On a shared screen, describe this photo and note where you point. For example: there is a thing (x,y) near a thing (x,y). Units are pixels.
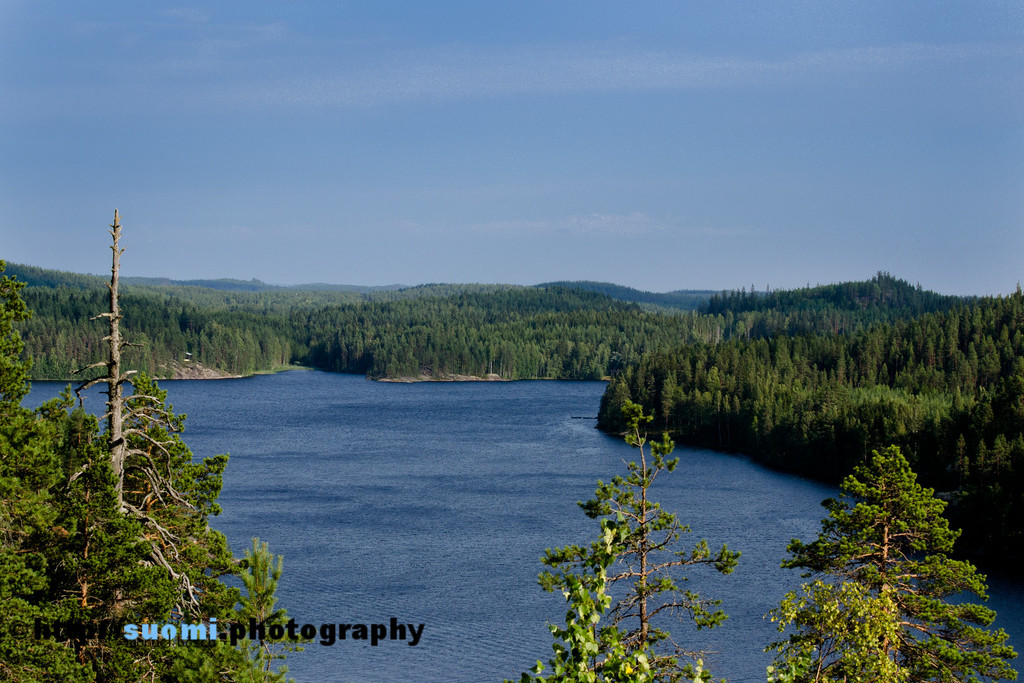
In this image, I can see water (357,488), trees (575,324) and hills (651,324). In the bottom left side of the image (144,630), I can see a watermark (209,629). In the background (411,172) there is the sky (691,117).
